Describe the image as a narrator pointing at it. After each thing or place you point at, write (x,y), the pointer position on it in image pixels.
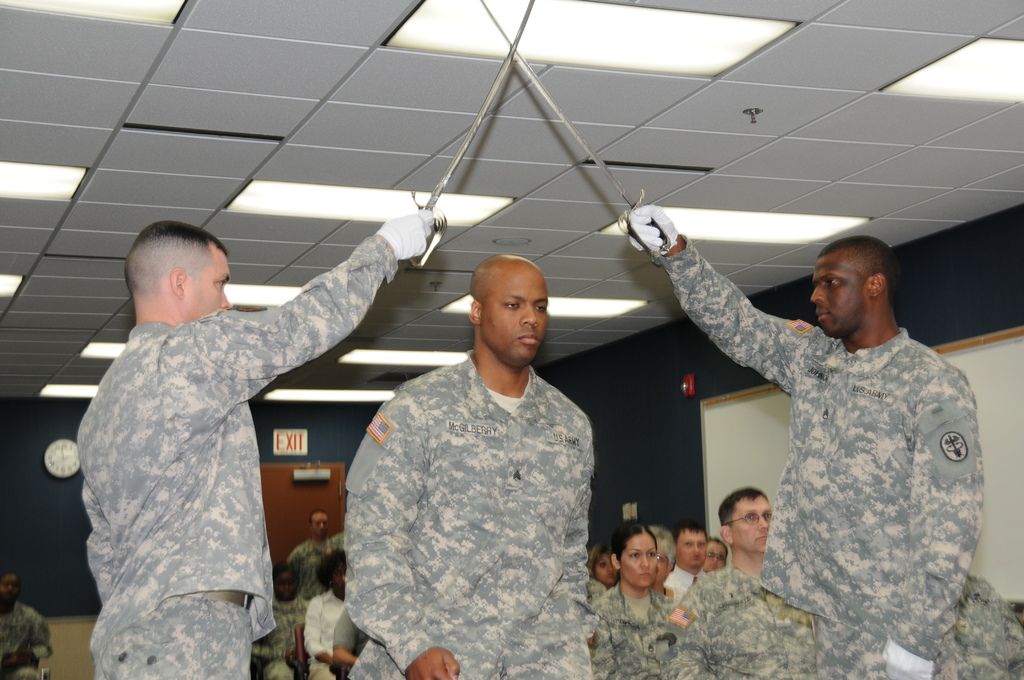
In this image I can see some people (388,569). In the background (342,458), I can see the wall (344,438) with some text (298,442) written on it. At the top (565,40) I can see the lights (707,230).
